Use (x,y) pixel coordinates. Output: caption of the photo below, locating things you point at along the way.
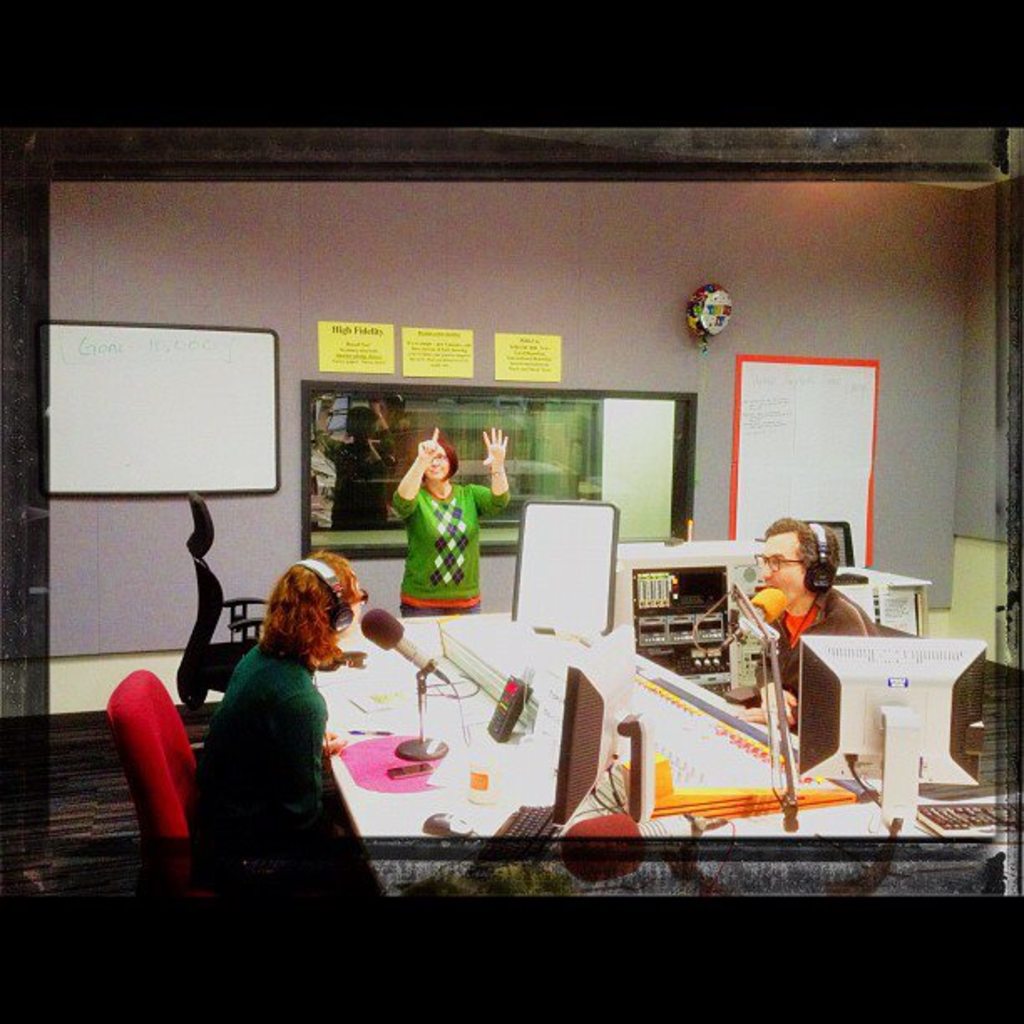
In the picture, there is a table (379,813) on the table (549,750) there is the computer (591,737), a mic (419,659) and some equipment (505,728) on the table (516,666), there is a woman (277,670) and a man (801,590) sitting on either side of the table (411,712), a woman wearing green dress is explaining something, in the background (436,287) there is a window (577,464) and a pink color wall (310,288).
